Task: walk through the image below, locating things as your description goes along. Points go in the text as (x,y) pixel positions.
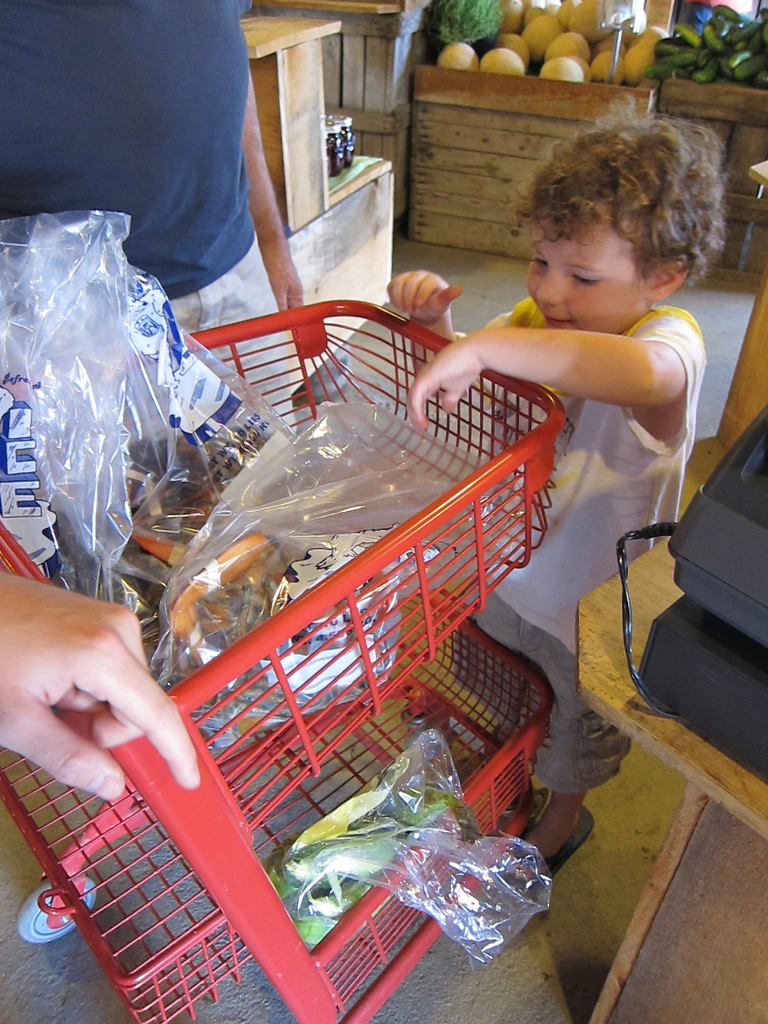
In this image I can see two people (149,228) in-front of the red color trolley (376,706). I can see the plastic covers (167,595) with some objects (306,848) in the trolley (177,499). To the right (723,688) I can see the black color object (691,656) on the table (612,643). In the background (424,193) I can see the vegetables (567,75) in the baskets (534,75). To the left (53,696) I can see the hand (45,685) of one more person (92,689).
